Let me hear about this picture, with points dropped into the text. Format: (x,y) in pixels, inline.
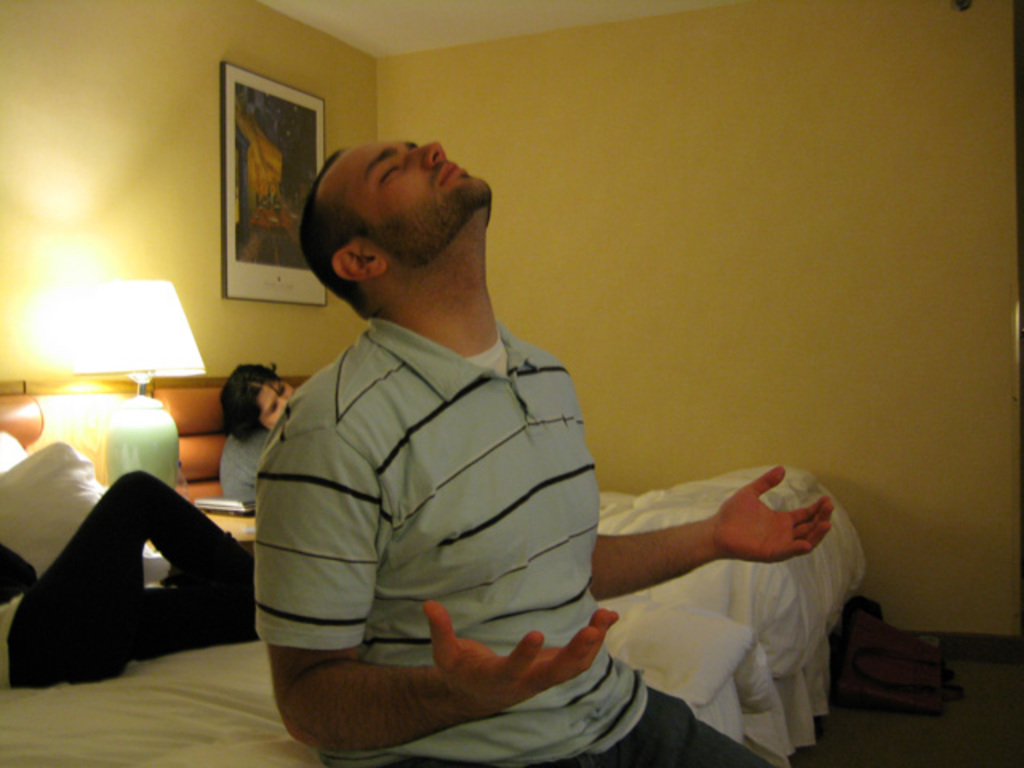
In this image there is a man (456,486) sitting on the bed (237,706), there are two persons (253,411) on the bed (169,679), there are blankets (212,680), there is a pillow (72,494), there is a lamp (102,317), there is a bag (868,670) on the floor (904,728), there is a wall (738,235), there is a photo frame (244,175) on the wall (219,186), there is roof (425,20) towards the top of the image (408,23).
